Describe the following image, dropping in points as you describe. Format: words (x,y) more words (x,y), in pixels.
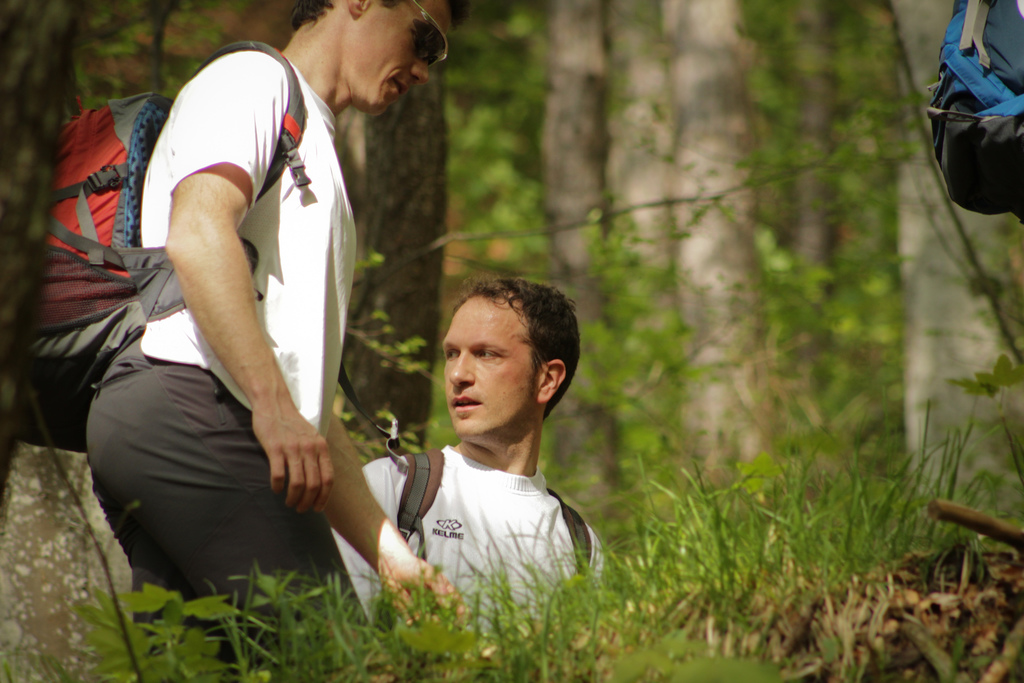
In this image, we can see two people (355,525) are wearing backpacks (131,322). At the bottom (741,562), we can see grass (341,652) and plants (667,644). Background (922,361) there are so many trees (600,331), stems (600,331), leaves (532,221) we can see. Right side (975,80) top corner, there is a backpack (972,92) we can see.
